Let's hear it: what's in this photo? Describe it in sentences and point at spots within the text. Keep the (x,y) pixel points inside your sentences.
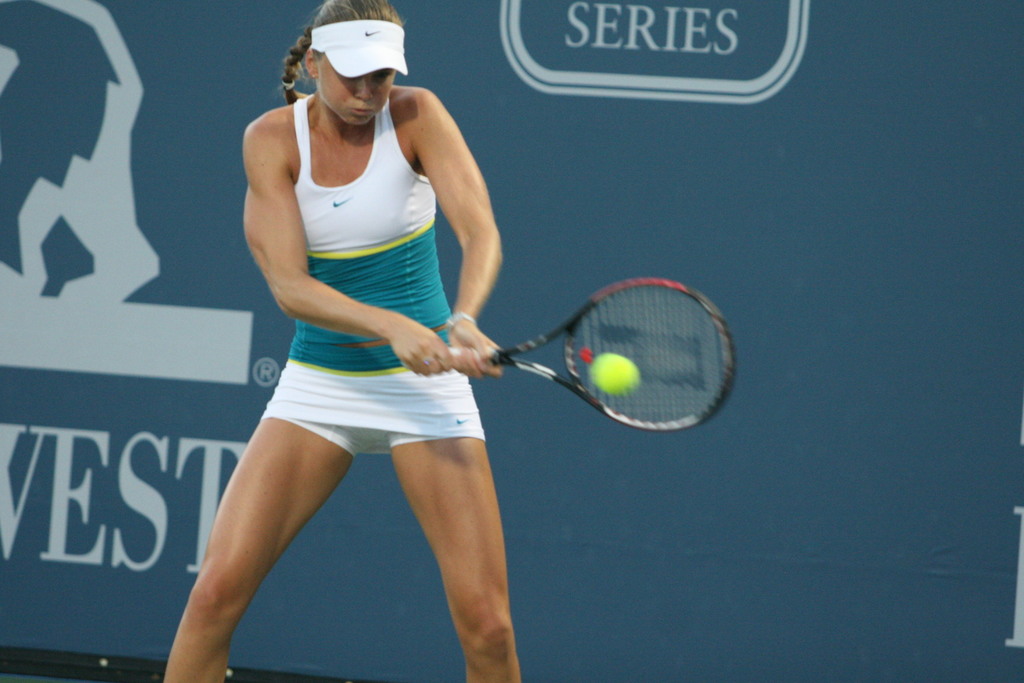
In this image, there is a woman (406,319) in the middle (416,271), She is standing and holding a racket (639,348) in the background (748,558) there is a wall (863,263) of blue color on that series is written.
